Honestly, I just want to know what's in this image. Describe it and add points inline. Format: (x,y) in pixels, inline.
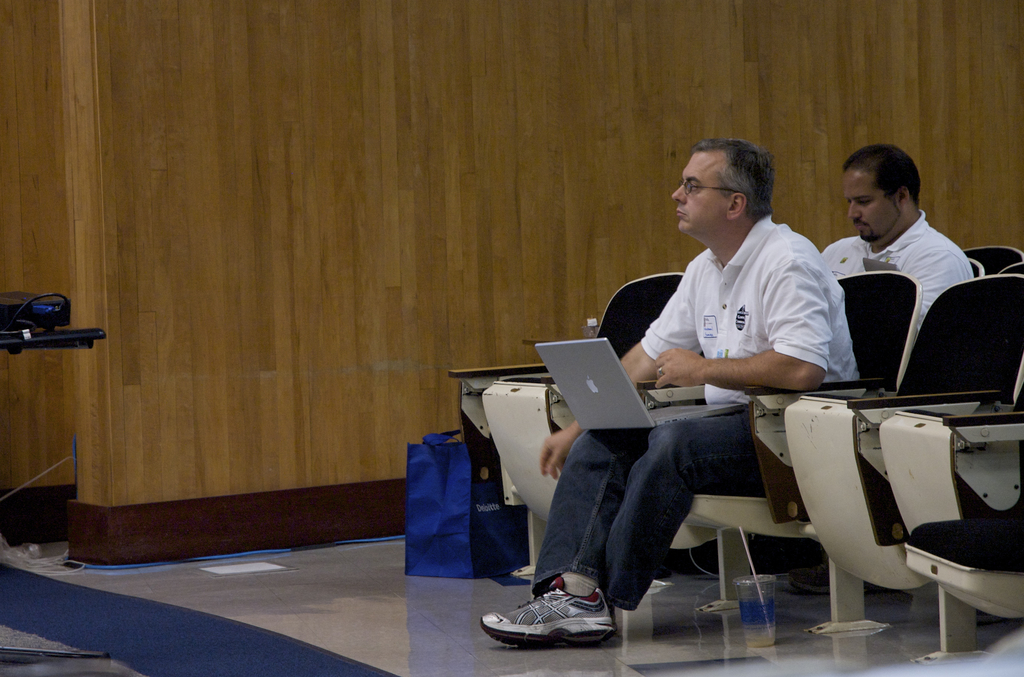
In this picture we can see two men (686,304), they are sitting on the chairs (797,399), in front of them we can see a laptop (596,361), glass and a bag (495,525).
